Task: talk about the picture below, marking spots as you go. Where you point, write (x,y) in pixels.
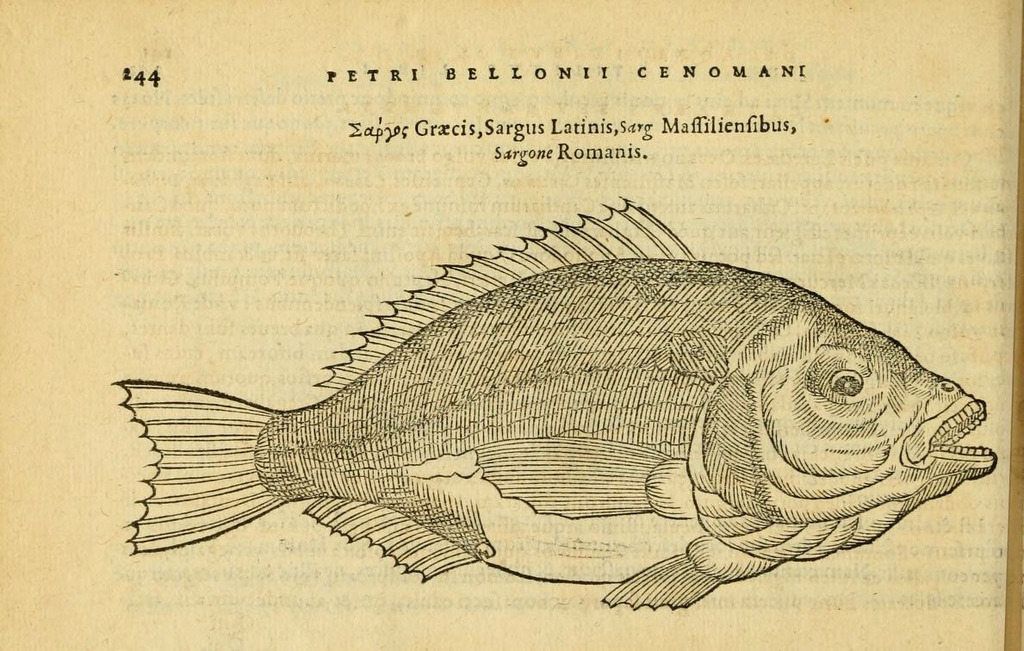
In this picture we can see a paper (237,201) here, there is a sketch (547,329) of a fish (664,417) on the paper (608,108), we can see some text (496,127) here, there is a page number (155,79) here.
